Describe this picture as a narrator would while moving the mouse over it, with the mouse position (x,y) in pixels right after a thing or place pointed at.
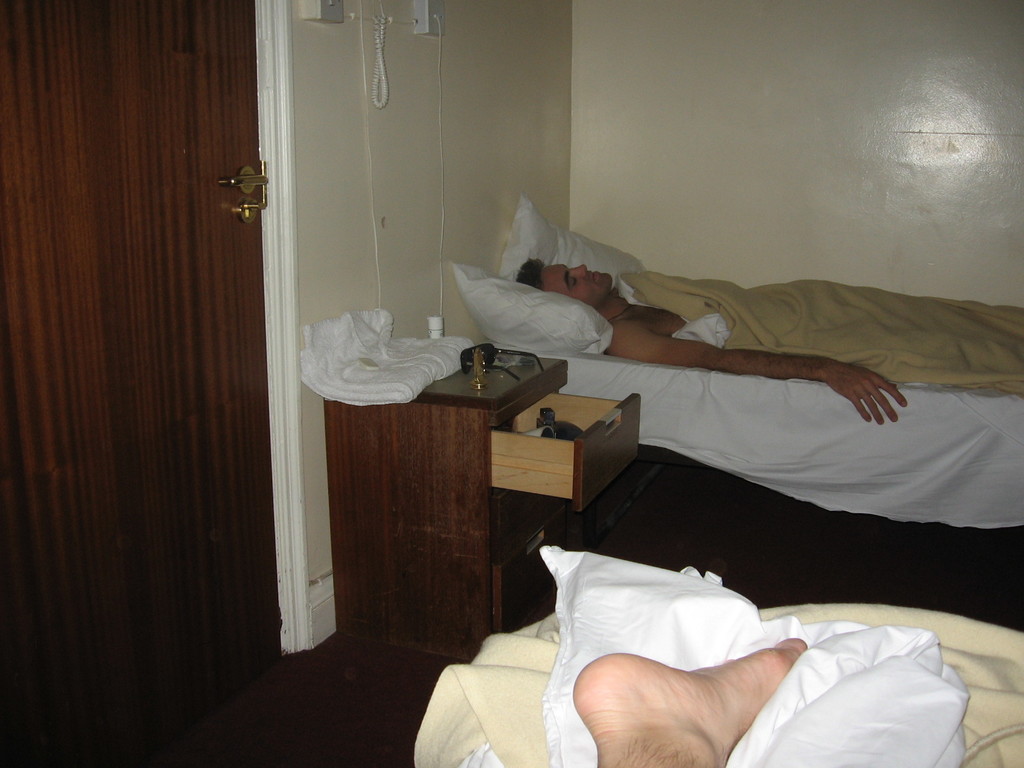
In this image there is a person leg (639,670) on the blanket (529,734) of the bed (580,763), another person (666,350) laying on the pillows (540,348) and bed (936,409) with the blankets (894,297), there are some items (547,416) on the cupboard (458,403) and in the drawer (544,479) of a cupboard (533,411), towel (359,389), phone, door (143,128), wall (991,192).
